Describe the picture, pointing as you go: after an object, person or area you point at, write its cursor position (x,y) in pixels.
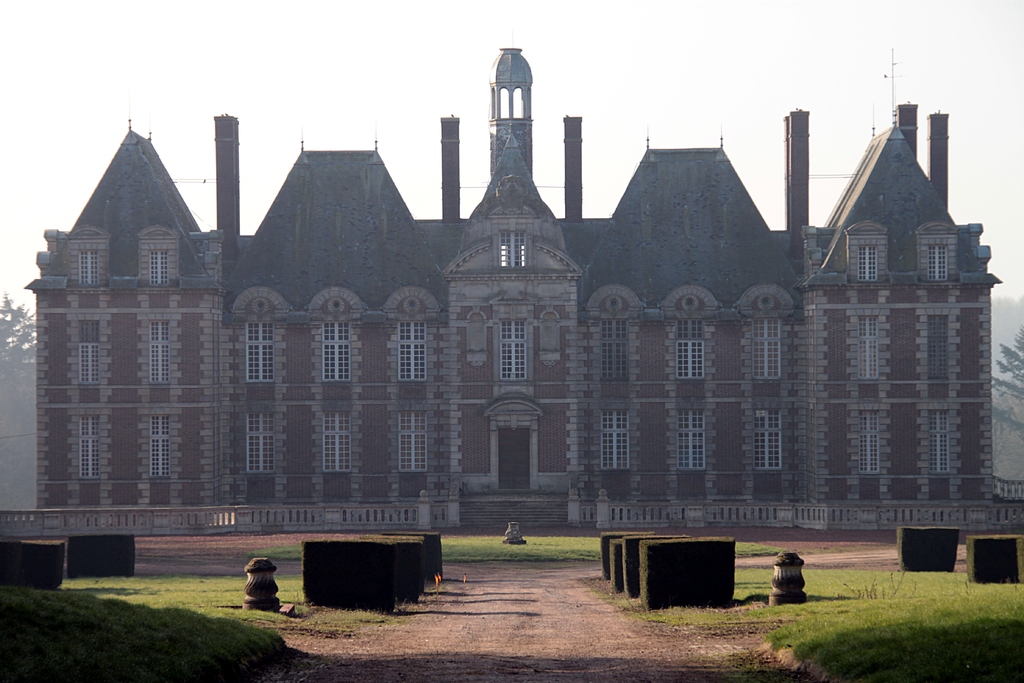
In this picture we can see a building (480,331), in front of the building (388,480) we can see grass (153,626), in the background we can find few trees (1015,352).
